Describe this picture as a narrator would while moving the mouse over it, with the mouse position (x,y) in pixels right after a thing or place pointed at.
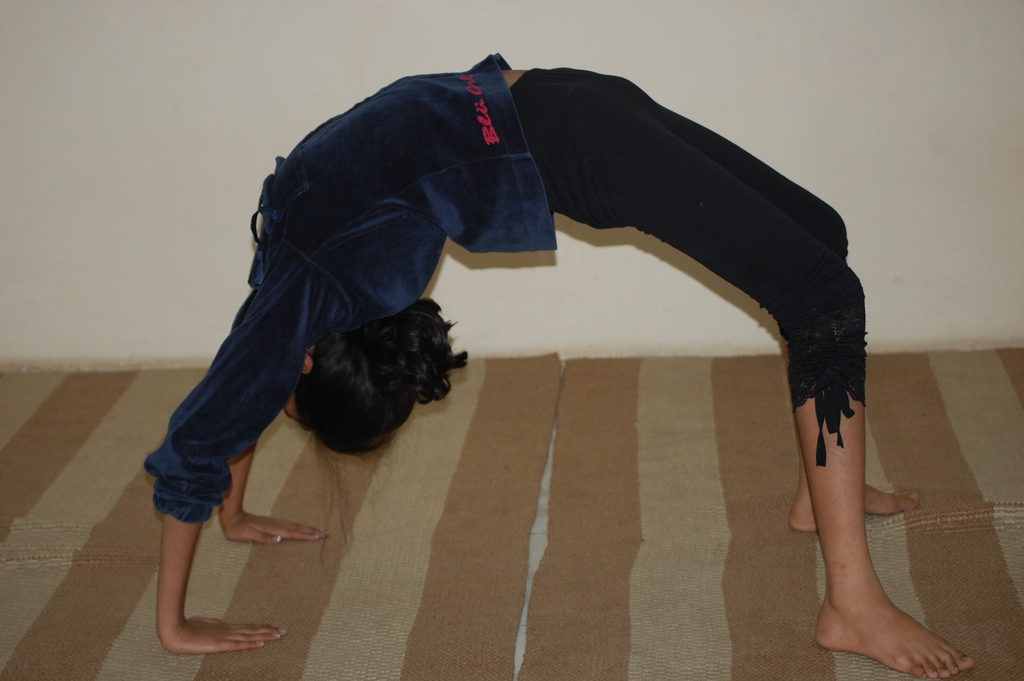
In this picture we can observe a woman (332,222) wearing a blue color shirt (332,254). She is performing yoga on the floor (455,546). We can observe carpets (425,537) on the floor (444,574). In the background (144,189) there is a wall (459,60).
